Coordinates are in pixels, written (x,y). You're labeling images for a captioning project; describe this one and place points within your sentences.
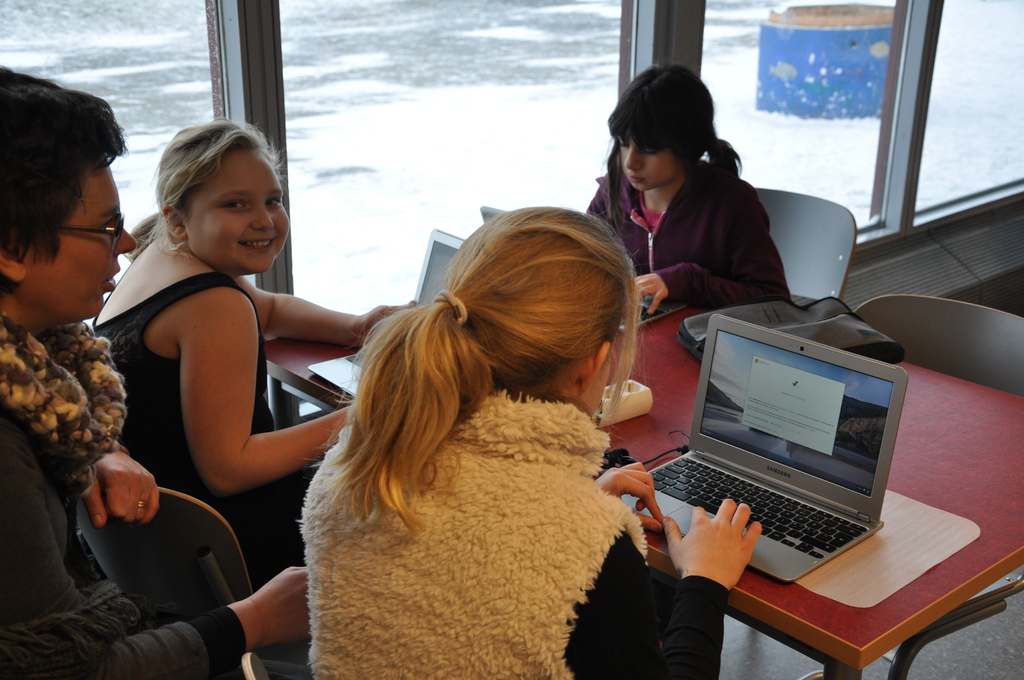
In this picture we can see three girls (221,324) and a woman (110,158) sitting on chairs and in front of them we can see laptops (798,570), bag (754,308) on the table (903,629) and from glass windows (560,91) we can see an object (844,97) on the ground (354,191).
